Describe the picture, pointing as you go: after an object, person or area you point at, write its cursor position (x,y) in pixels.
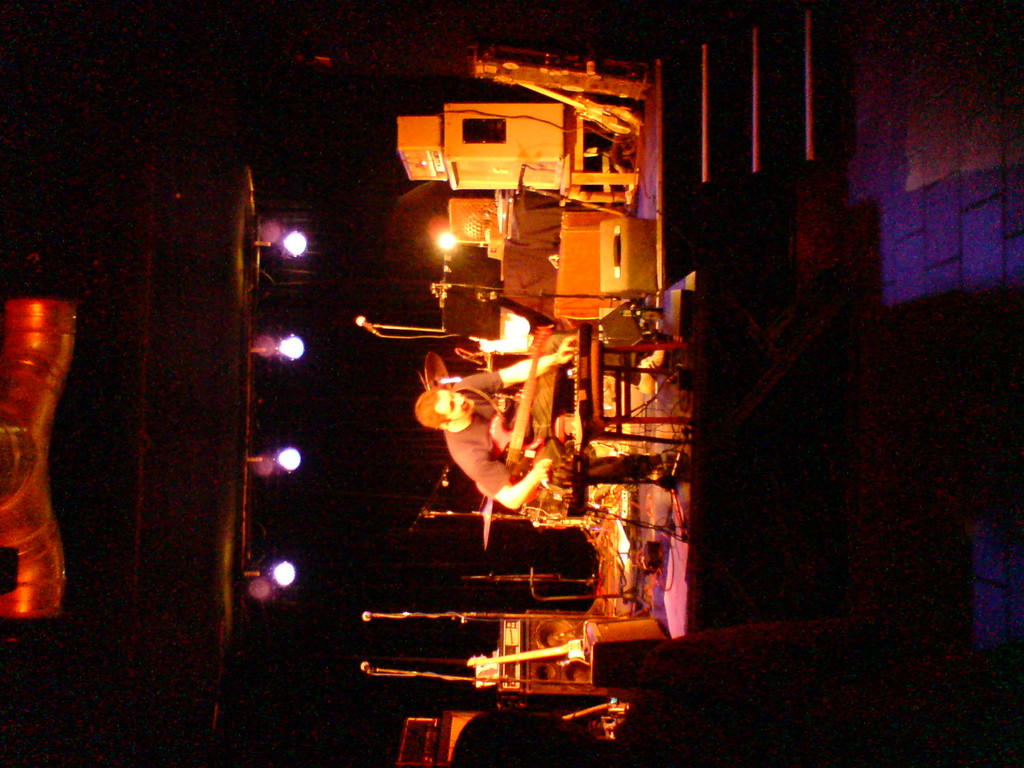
There is a stage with steps (707,148). On the stage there are mics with stands (422,613), speakers (602,279). Also there is a person (475,451) holding guitar (520,457). And there is a stool (623,437). On that something is there. And there are lights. Also there are many items (583,267) on the stage (500,230).
